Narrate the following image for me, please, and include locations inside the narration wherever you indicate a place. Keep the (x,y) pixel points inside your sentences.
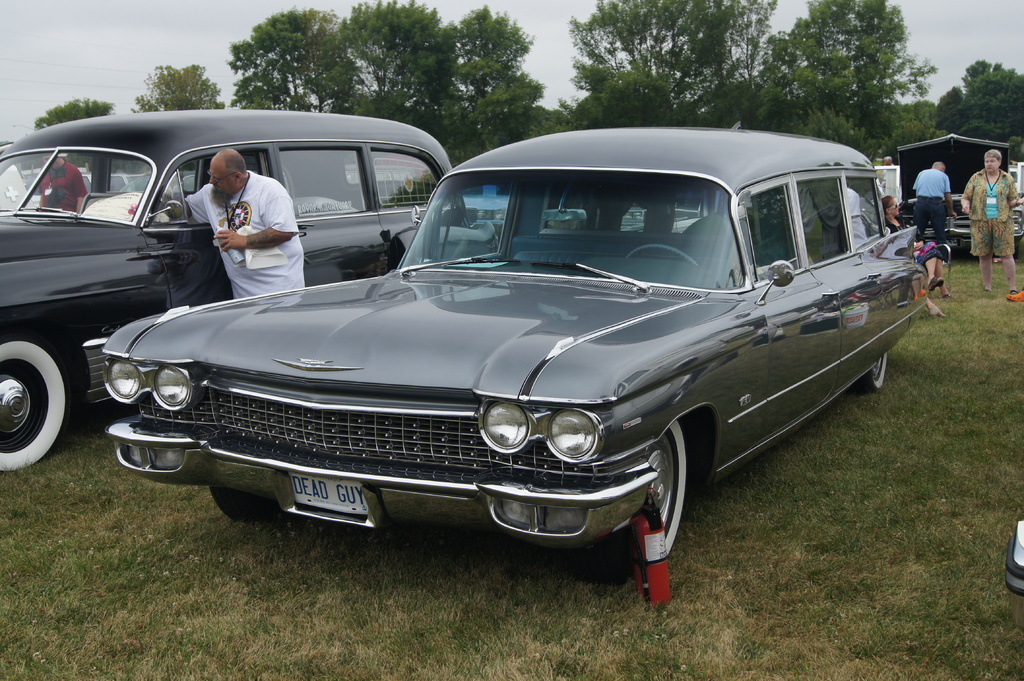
In this image we can see two cars (328,309) which are of different colors parked and at the background of the image (968,195) there are some persons (948,194) standing, sitting there are some trees (455,102) and cloudy sky (62,24).
